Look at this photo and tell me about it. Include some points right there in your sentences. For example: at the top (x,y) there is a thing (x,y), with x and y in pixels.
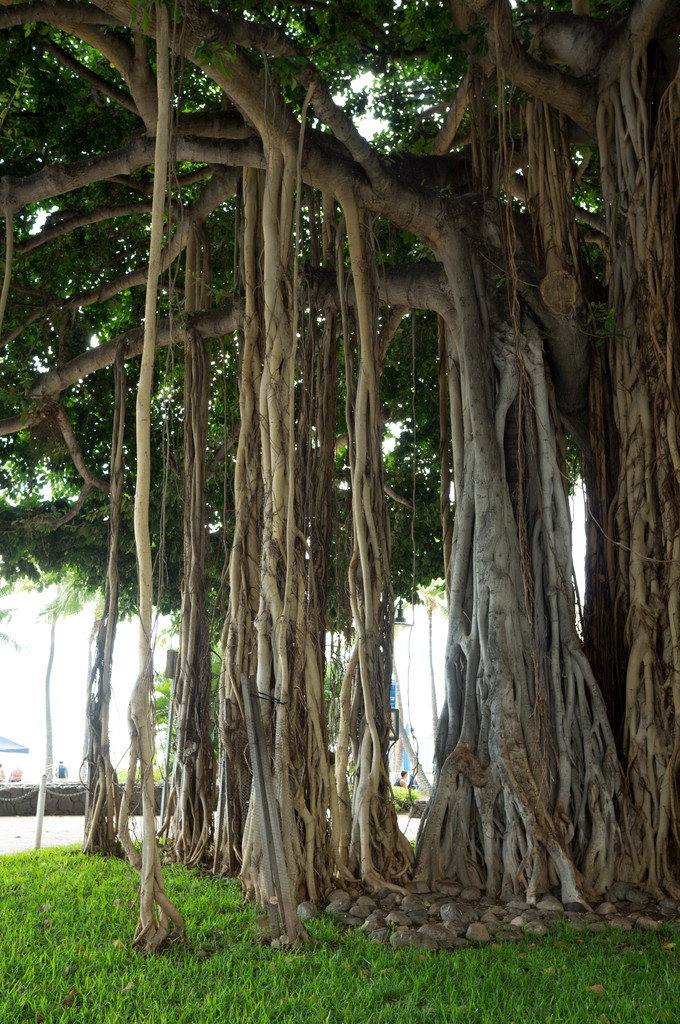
In the foreground of the picture (320,570) we can see rocks (364,925), grass (95,966) and a tree (360,784). In the background (57,806) towards left (53,784) there are plants (54,642), people (13,772) and other objects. In the background (33,661) there is sky (119,647).
